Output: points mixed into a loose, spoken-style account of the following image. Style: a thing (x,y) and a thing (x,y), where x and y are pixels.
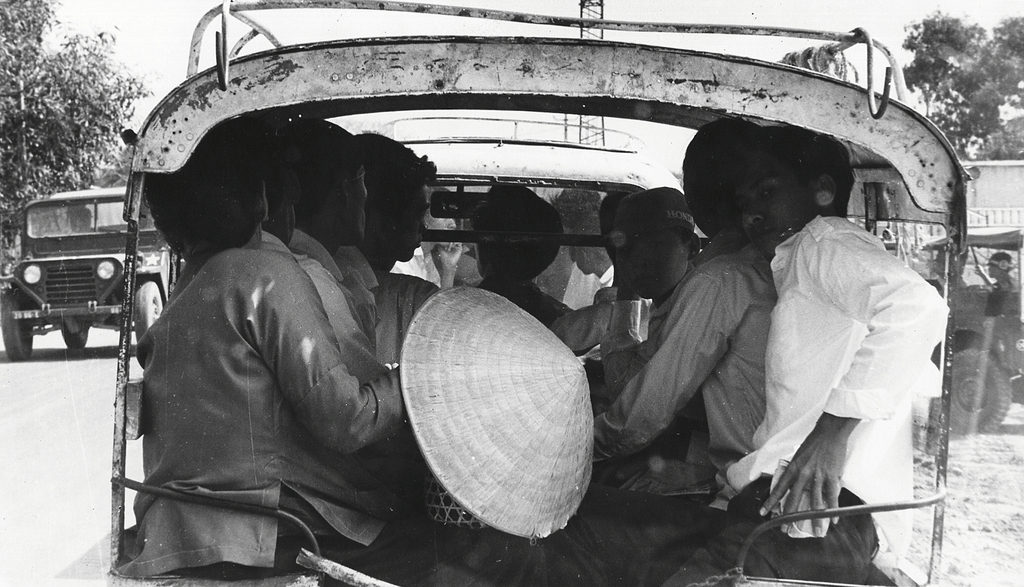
This is a black and white picture. There are vehicles (898,163) on the road (41,577). Here we can see few persons (625,409) inside a vehicle (157,582). In the background (948,46) there are trees (922,103) and sky (160,87).
